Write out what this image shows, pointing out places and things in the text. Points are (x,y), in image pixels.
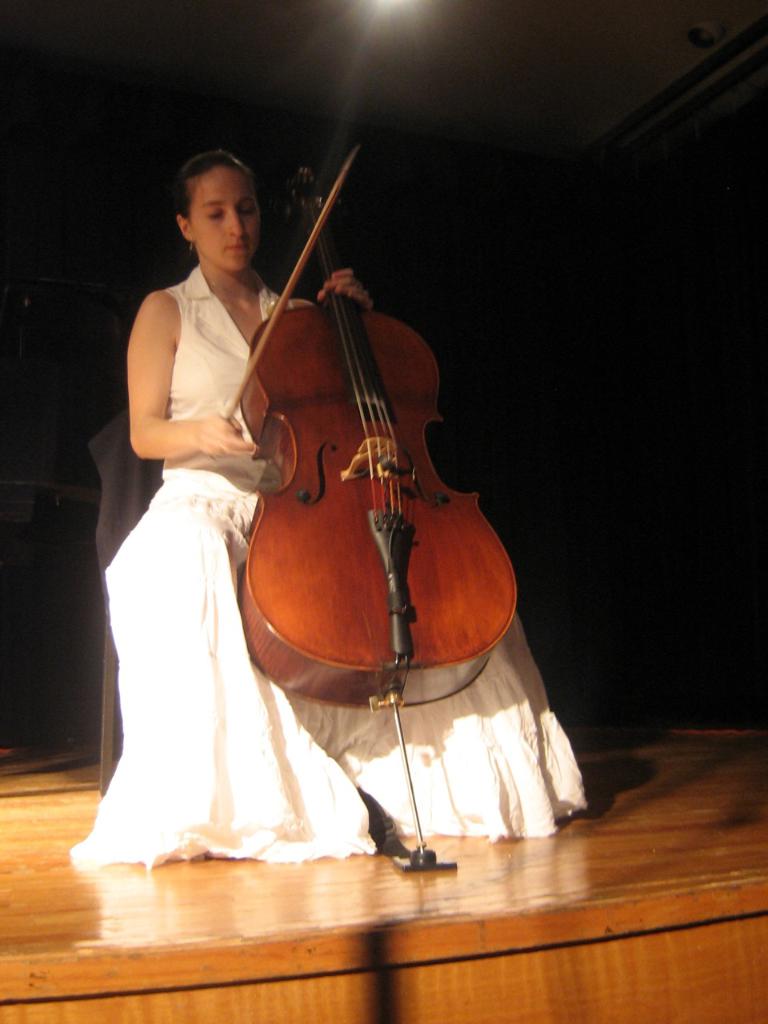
In this image I can see a woman (183,765) sitting and holding Cello (407,573).
